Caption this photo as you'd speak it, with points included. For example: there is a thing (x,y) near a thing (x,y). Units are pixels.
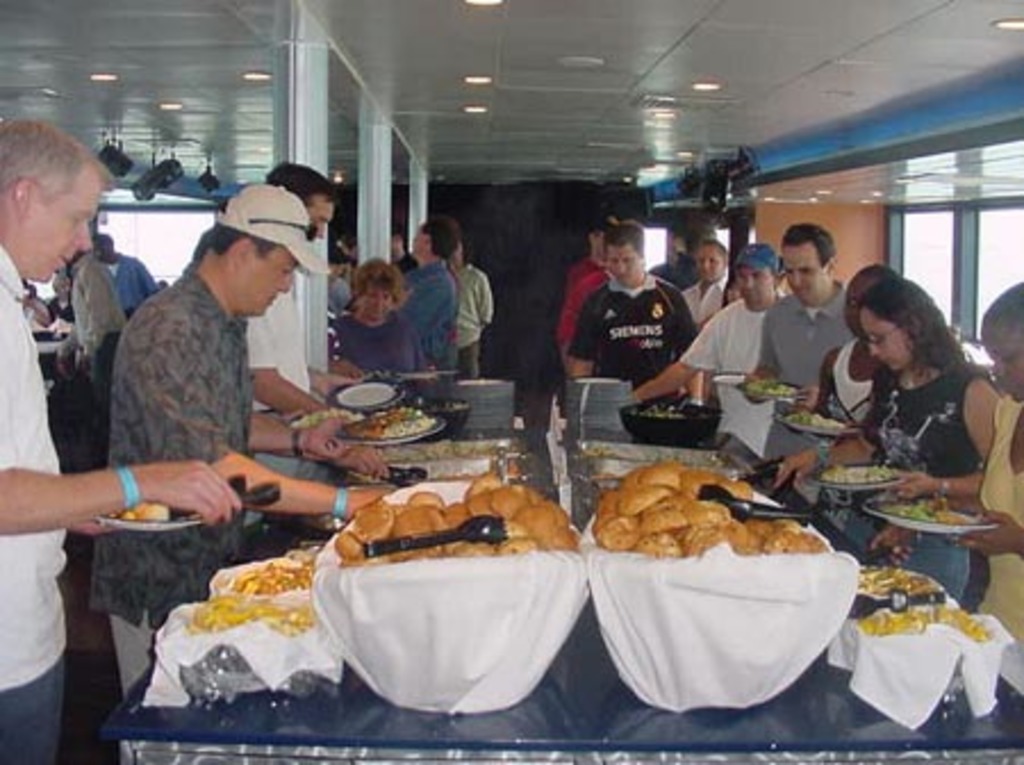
In front of the image there is a table (262,697). On top of it there are plates (587,412), food items (467,458) and a few other objects (449,599). There are a few people (614,347) holding the plates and there are a few people (418,264) standing. On the right side of the image (1001,285) there are glass windows (927,278). In the background of the image (385,240) there are pillars (369,224). There is a wall (538,270). On top of the image (710,81) there are lights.
